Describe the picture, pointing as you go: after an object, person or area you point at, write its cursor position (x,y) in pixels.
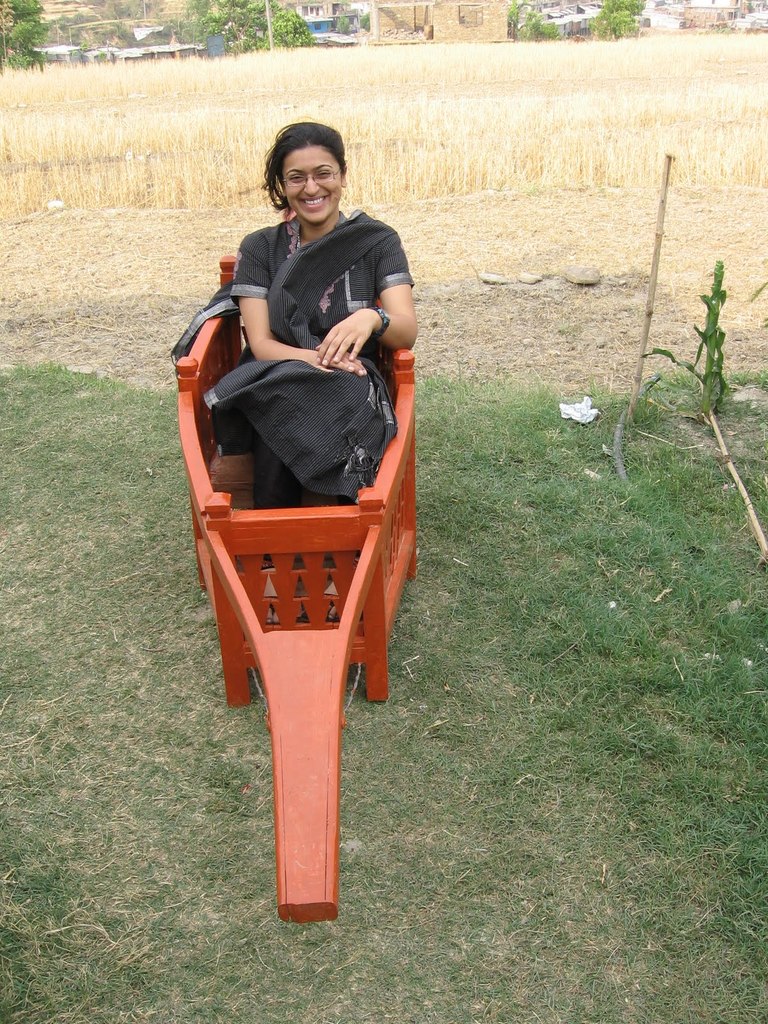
In this image we can see a woman (283,308) wearing spectacles (312,174) and dress (296,264) is sitting in a cart (318,649) placed on the ground (378,705). To the right side of the image (746,496), we can see a plant (708,355), two sticks (748,503). In the background (576,7), we can see a group of buildings (145,53) and trees (255,32).
